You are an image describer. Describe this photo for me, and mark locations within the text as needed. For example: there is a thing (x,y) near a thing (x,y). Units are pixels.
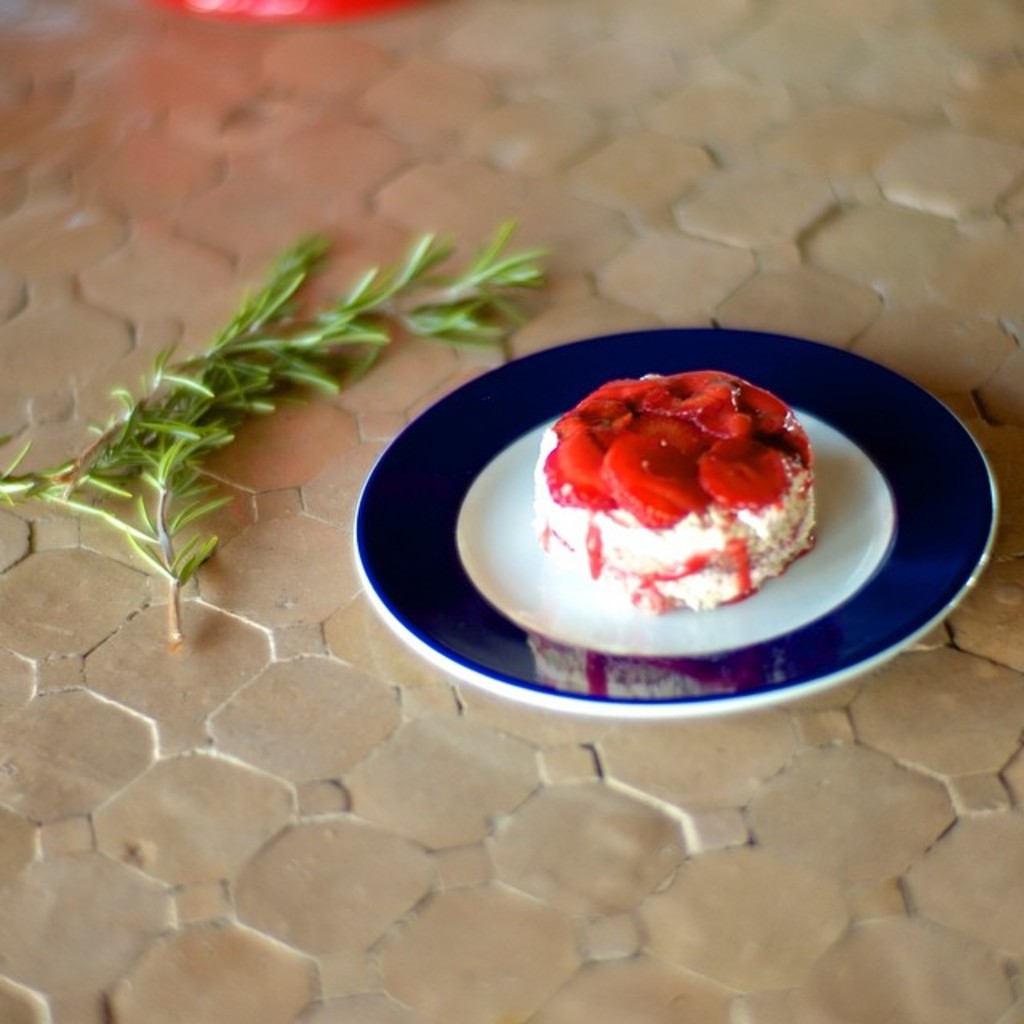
This image consists of food (660,503) which is on the plate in the center (675,562). On the left side of the plate (488,548) there are leaves (220,389) and on the top (234,18) there is an object (255,13) which is red in colour.
